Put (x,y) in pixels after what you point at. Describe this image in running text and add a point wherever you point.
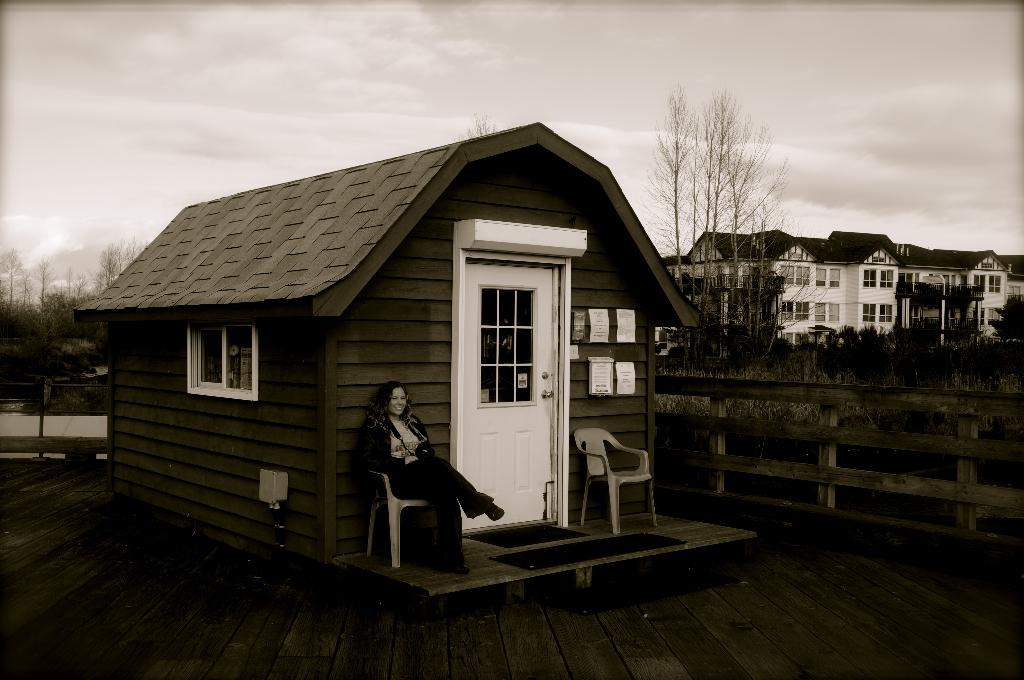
It is a black and white image. In this image, we can see houses (445,308), door (464,424), window (515,384), posters (603,388), chair (386,484), mats (519,532) and wooden surface (585,521). Here a woman (410,426) is sitting on a chair (393,504) and smiling. Background (705,386) we can see wooden fence (735,460), rods (676,426), trees (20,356), plants (932,386), buildings (945,279), walls (811,300), windows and sky (565,84).
